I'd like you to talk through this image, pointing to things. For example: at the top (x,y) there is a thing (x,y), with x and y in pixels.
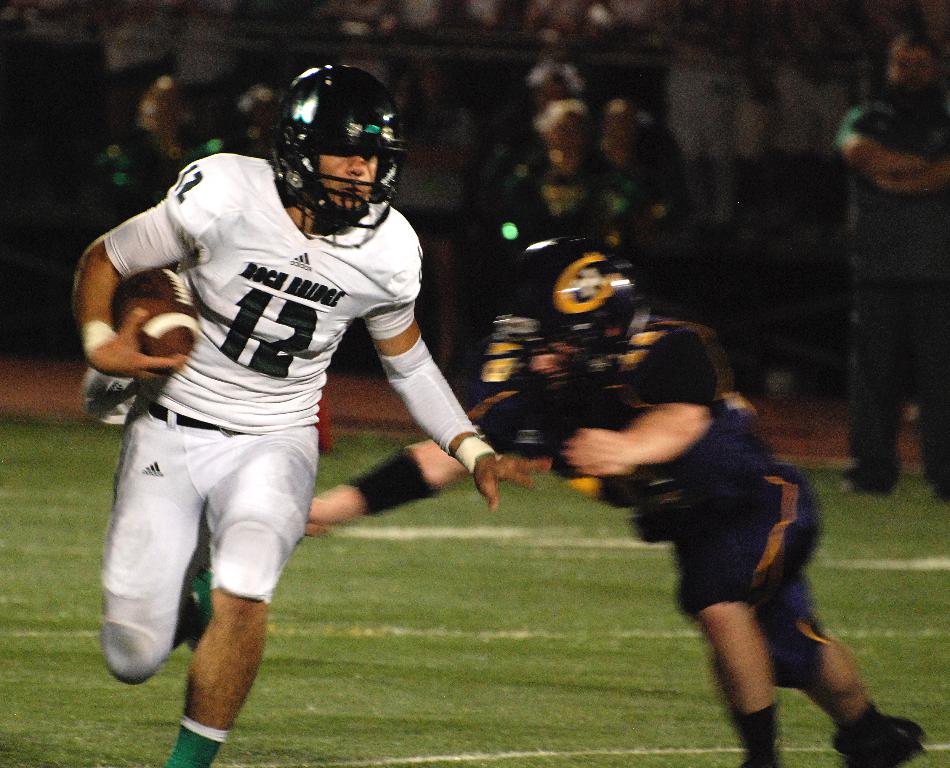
A picture is taken in a playground (556,583). In this image on left side (249,265) a man (341,260) is running and holding a ball (173,335). On other side another man (752,424) is running in background (873,162) there are group of people (552,126) standing and at bottom (556,583) there is a grass (549,595).
